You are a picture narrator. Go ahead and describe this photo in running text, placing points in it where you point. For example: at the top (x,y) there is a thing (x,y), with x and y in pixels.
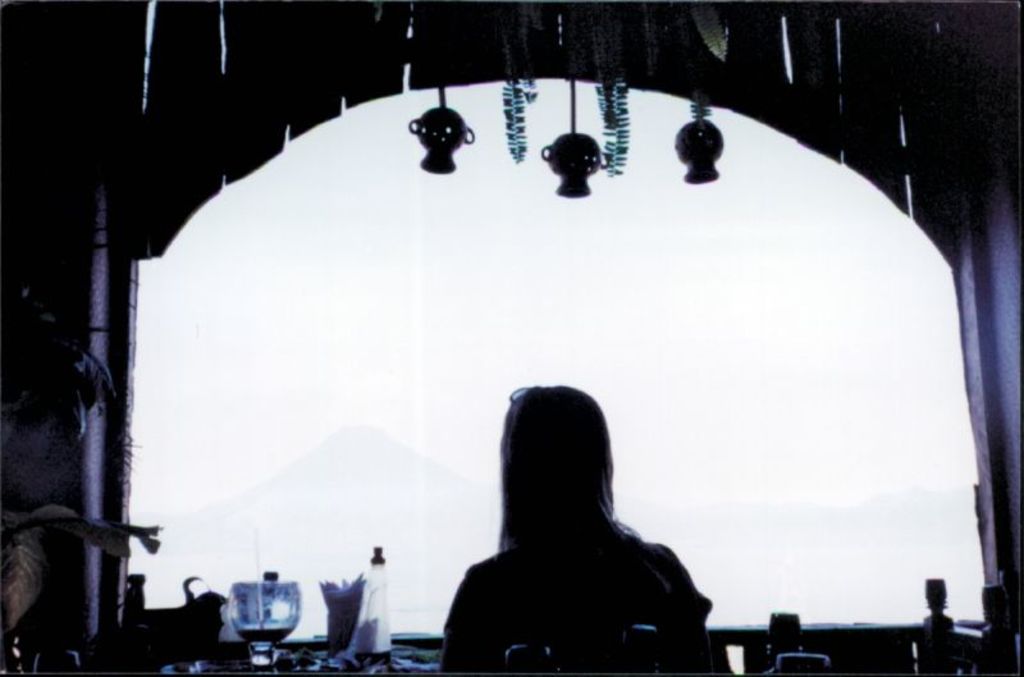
In this image, we can see a lady (555,561) sitting on the chair (646,626) and we can see a glass (260,605) with drink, bottles (382,608) and some other objects (333,651) on the table (367,653) and there is a house plant (40,513). At the top (582,145), we can see some decor items (683,136) and there are streamers (507,93).
